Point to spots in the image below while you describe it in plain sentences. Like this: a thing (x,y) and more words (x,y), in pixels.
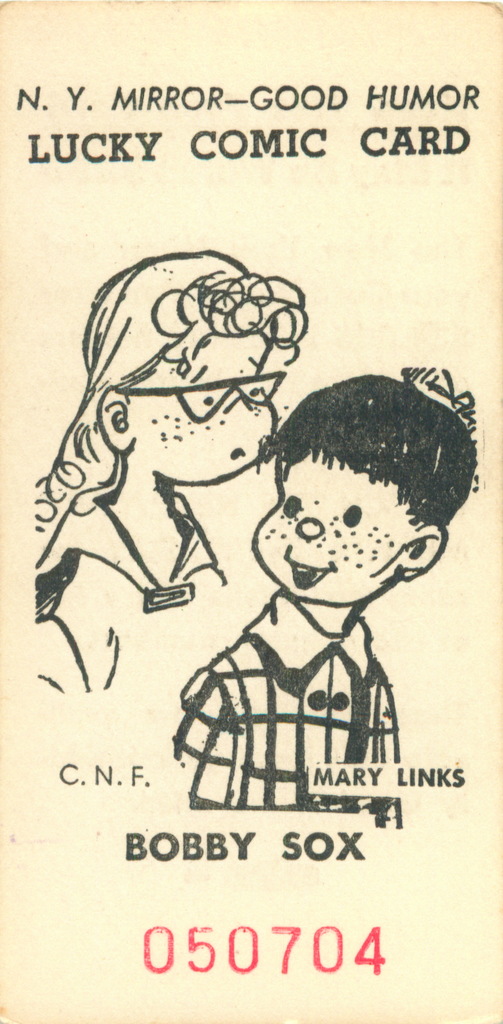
In this picture we can see the drawings (280,643) of two people (157,520), words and numbers (295,943) on the paper (275,931).
